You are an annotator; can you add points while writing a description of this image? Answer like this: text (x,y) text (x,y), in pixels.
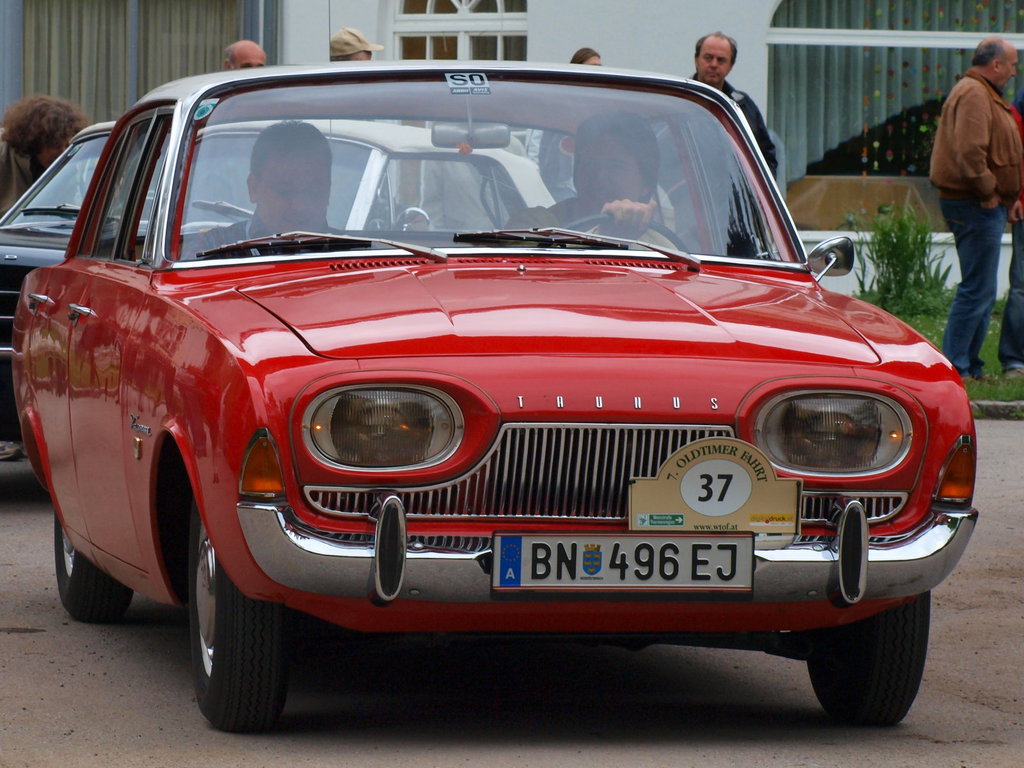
This red car (239,388) is highlighted in this picture, inside this red car (304,235) 2 persons (305,216) are sitting. Far few persons (978,141) are standing. This is a building (539,58) with window (490,6) and curtains (168,45). This are plants (928,326).
